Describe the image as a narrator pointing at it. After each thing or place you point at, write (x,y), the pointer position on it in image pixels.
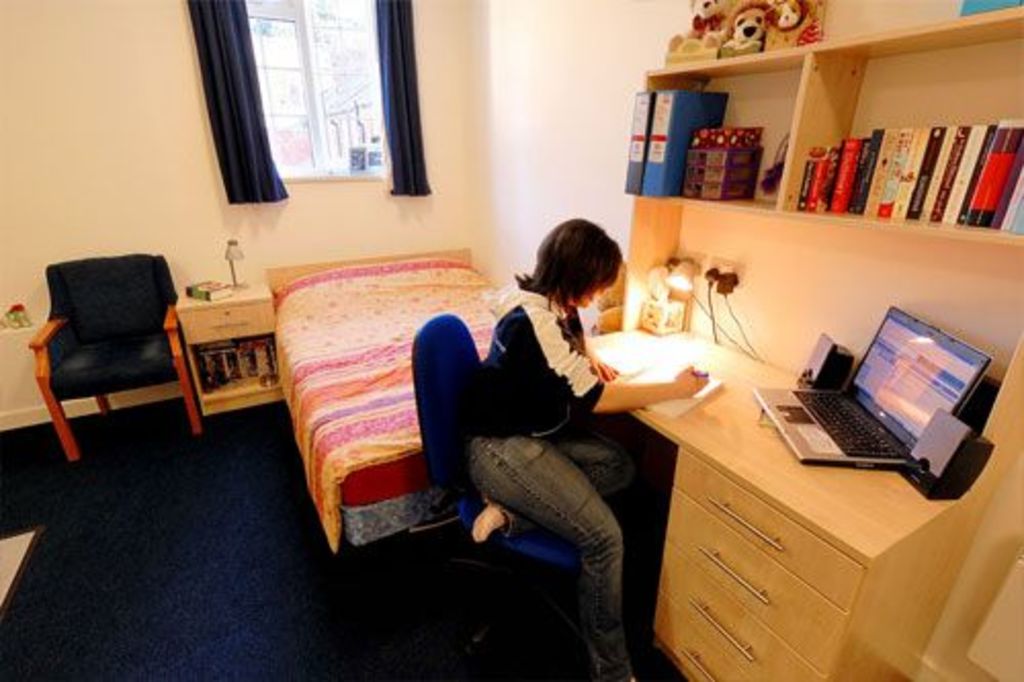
In this picture there is a woman (520,435) sitting in the chair (416,373) in front of a table (737,465) on which a laptop (845,425), books (674,363) and a lamp (684,279) is placed. Above her there is a bookshelf (790,165) in which some books (951,156) were placed. In the background (359,312) there is a bed (319,331), chair (162,326) and curtains (265,148) to the windows (305,110).
